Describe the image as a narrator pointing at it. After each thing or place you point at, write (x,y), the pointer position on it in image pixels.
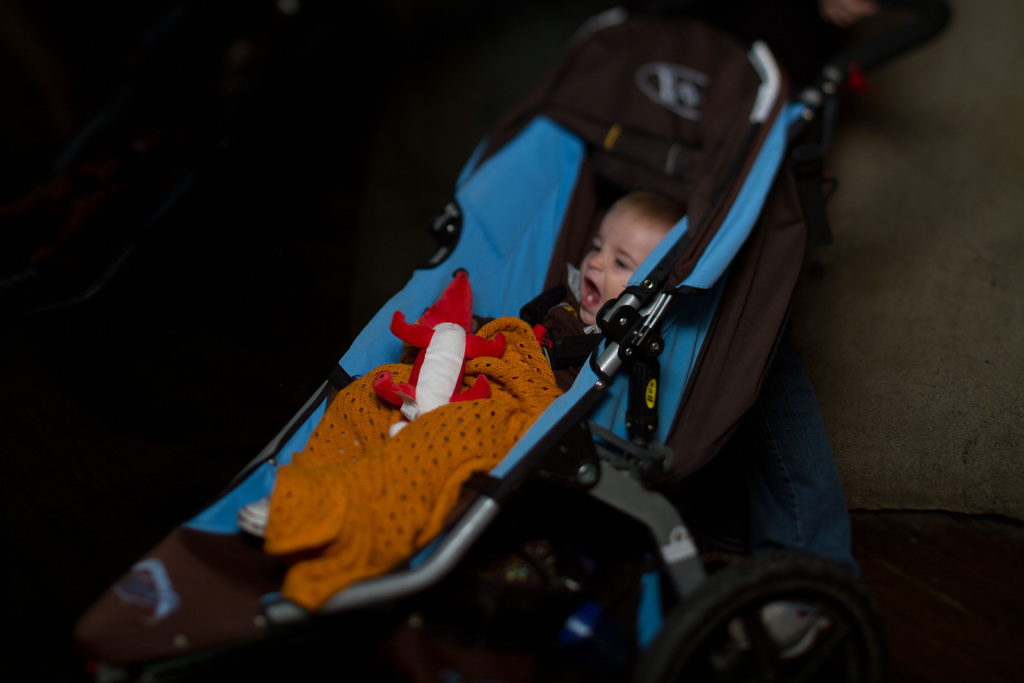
This image consists of a kid (597,326) sitting in a trolley (636,409). We can see a toy (422,381) and a cloth (401,450) on him. At the bottom (903,591), there is a floor (961,629). In the background (857,332), there is a wall (836,302).
